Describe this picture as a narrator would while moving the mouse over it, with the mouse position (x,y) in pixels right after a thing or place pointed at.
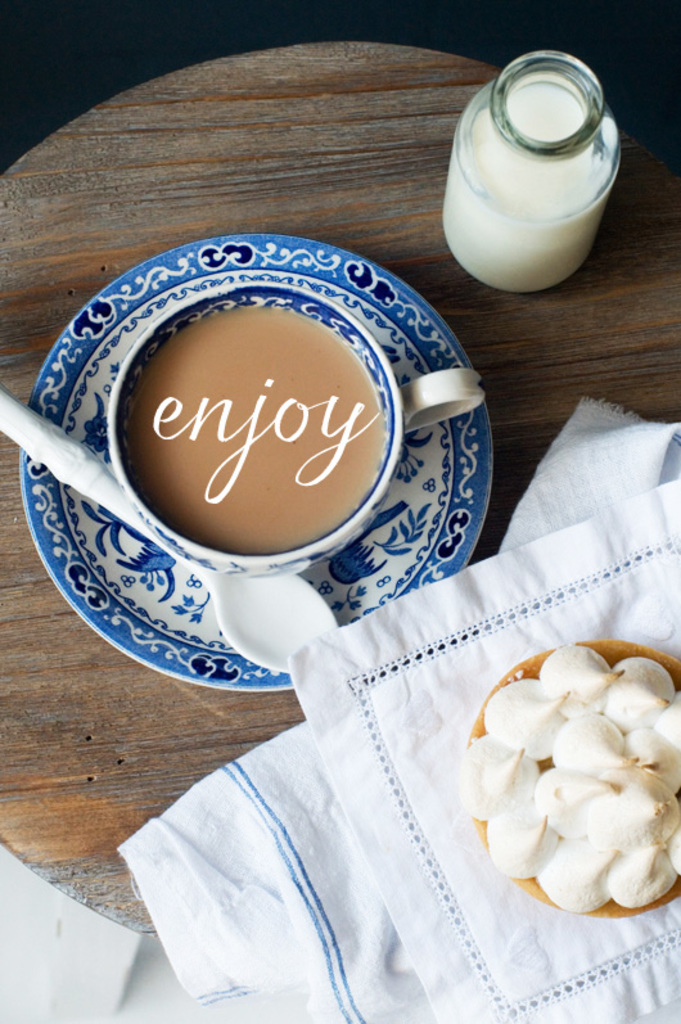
In the image we can see wooden surface (182,212), on the wooden surface (277,167), we can see the bottle (480,217), napkin (548,537) and saucer (413,492), on the saucer (442,500) we can see tea cup (251,403) and spoon (232,635). Here we can see the napkin (450,729) and on the napkin (610,513) we can see food items (546,774).
